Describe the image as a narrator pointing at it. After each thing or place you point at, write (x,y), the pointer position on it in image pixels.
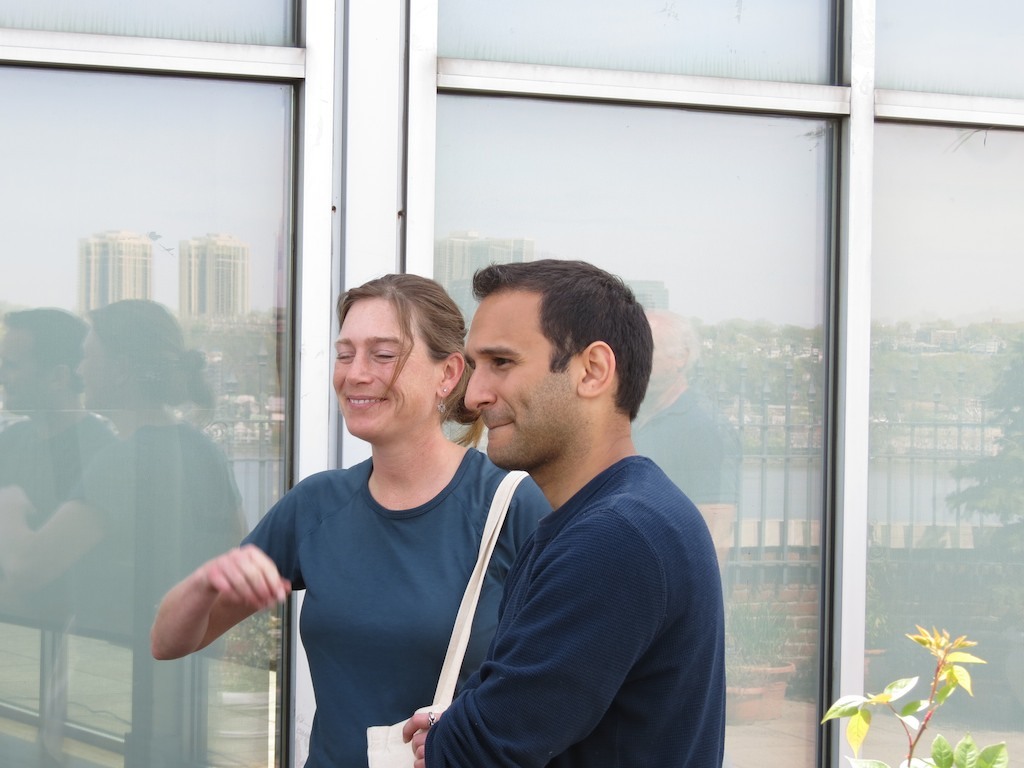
In this picture I can see a woman (404,594) and a man (546,532) in front (556,667) and I see that the woman (391,542) is wearing a bag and she is smiling. On the right bottom of this picture (942,685) I see the stems (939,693) on there are leaves (892,687). In the background (62,715) I see the glasses (171,581). On the reflection (603,264) of the glasses (937,389) I see the rods (778,479), few buildings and the sky (543,164).
